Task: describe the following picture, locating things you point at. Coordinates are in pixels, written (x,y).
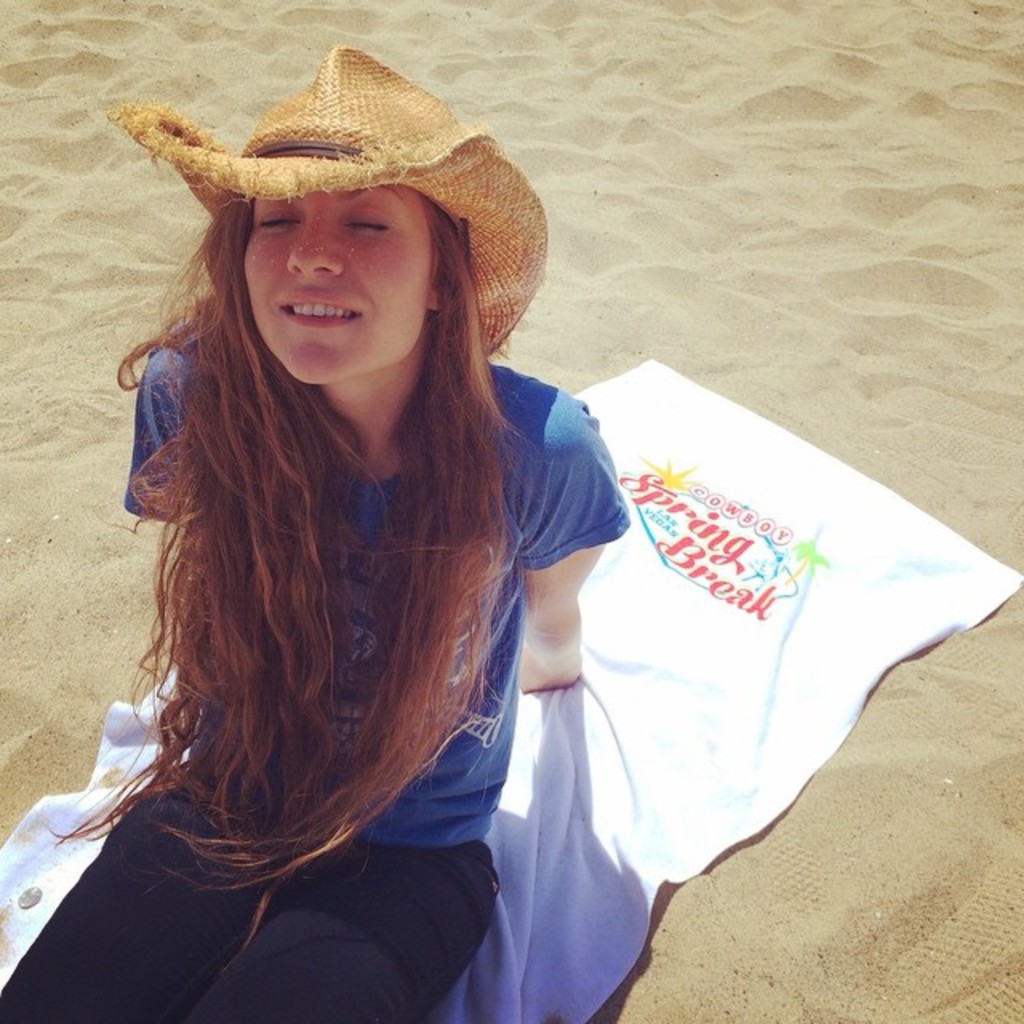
In this picture we can see a woman (392,473), she wore a cap (343,65) and she is seated on the towel (596,580), also we can see sand (779,367).
